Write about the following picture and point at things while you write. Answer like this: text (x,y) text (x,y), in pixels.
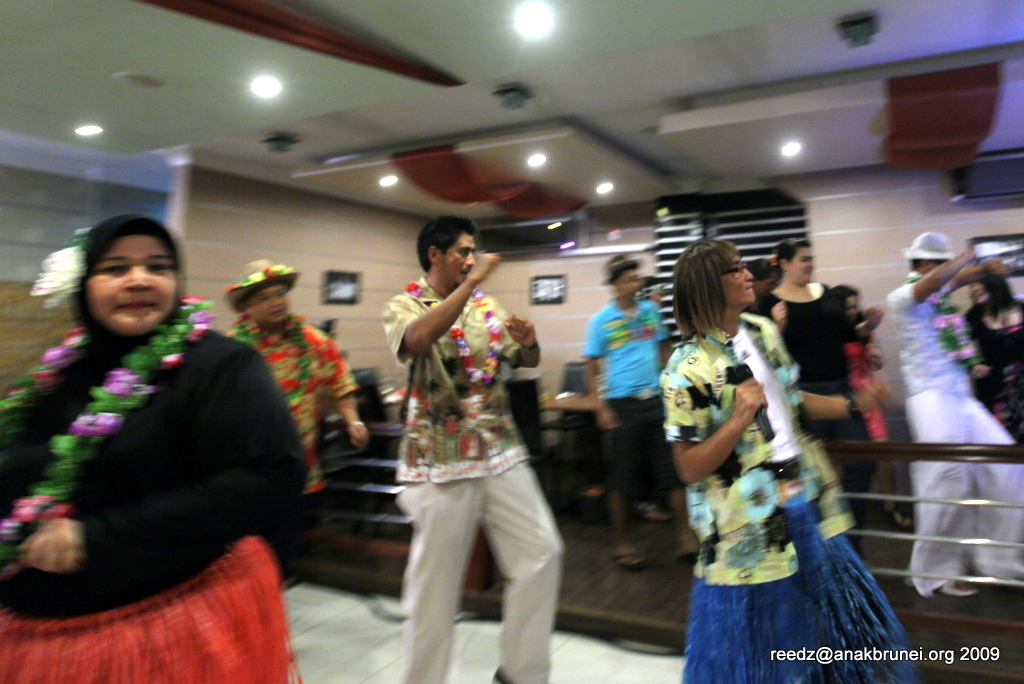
In this image there are group of persons (686,370) standing and dancing. In the center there is a railing (902,491). In the background (555,417) there are frames (542,279) on the wall (584,279) and there are chairs (522,422) and on the top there are lights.
